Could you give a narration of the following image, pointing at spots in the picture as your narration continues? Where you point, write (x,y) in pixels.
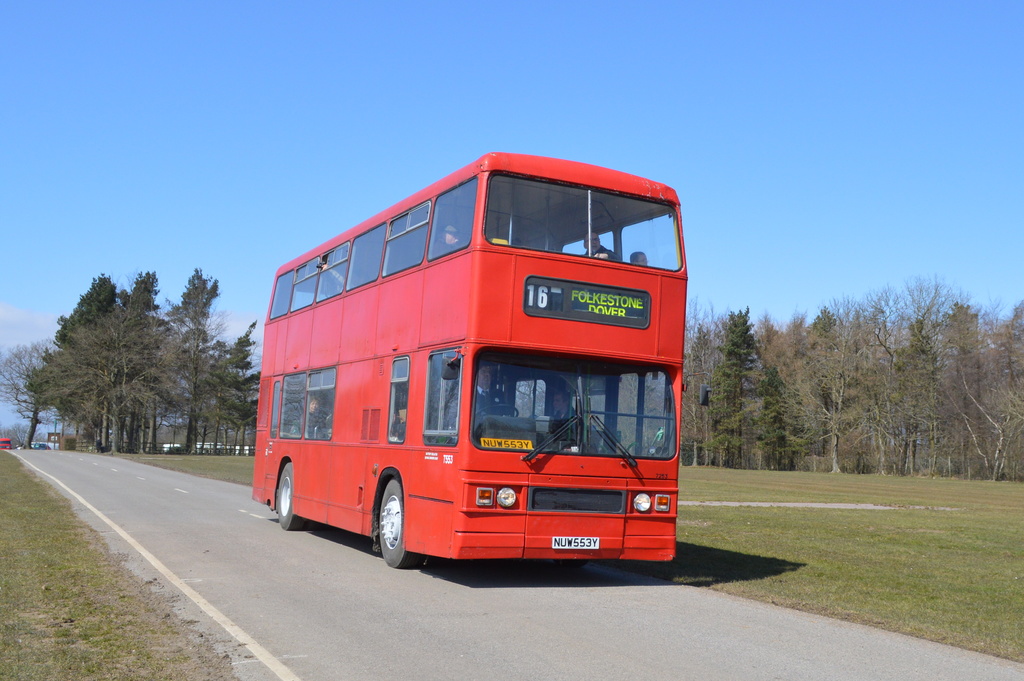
In this image we can see some persons (598,256) sitting inside a vehicle (488,471) with some text (621,298) on it is parked on the ground (326,558). In the background (946,365), we can see a group of trees (67,380) and the sky (543,145).
